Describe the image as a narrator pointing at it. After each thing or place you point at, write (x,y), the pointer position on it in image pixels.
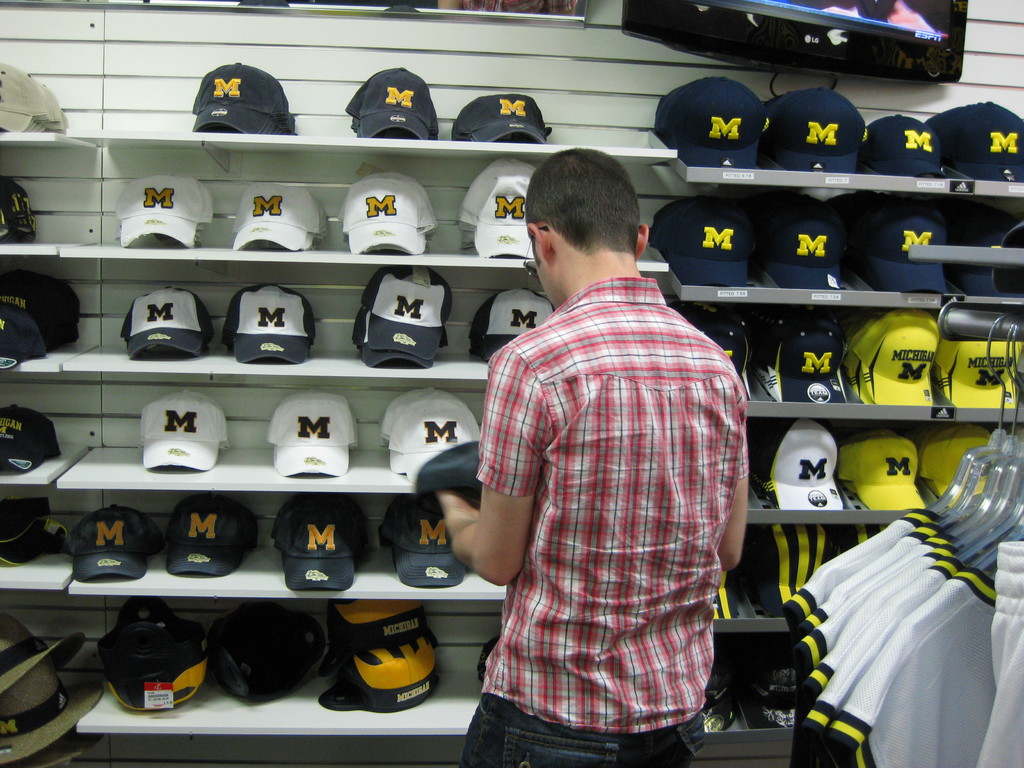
In this picture we can see a man (507,376) standing and beside him we can see clothes (846,651) are hanging to the hangers (951,504) and in front of him we can see caps (152,662) in racks (716,621) and a television (754,42) on the wall (638,59) and some objects (985,333).
